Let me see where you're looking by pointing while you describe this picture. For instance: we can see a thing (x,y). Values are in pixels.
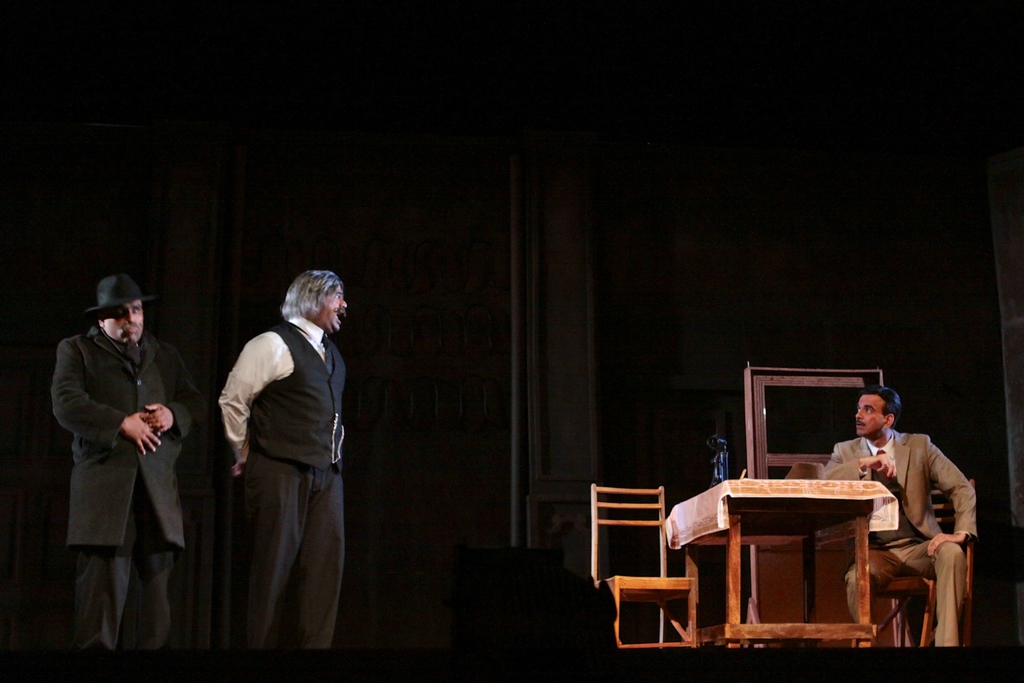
This picture left side (316,376) two people (272,438) are standing and they are acting in front of the other person (909,500) he is sitting on a chair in the right side of the picture (905,527) he sat on the chair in front of the man (840,465) there is a table (767,530) which is covered with cream color cloth (712,494) on the table (726,492) there is a bottle (722,477).
